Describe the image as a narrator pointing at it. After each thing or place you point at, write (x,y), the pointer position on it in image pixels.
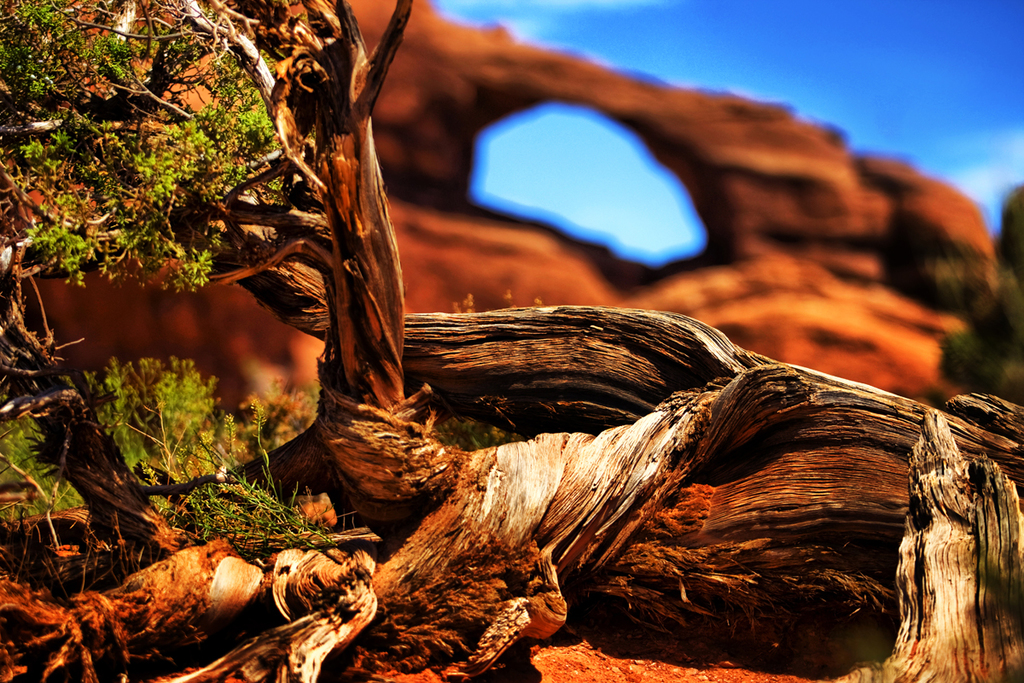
In this image we can see one object (462,210) looks like arches (889,284), one dry tree (309,320), some small plants (194,421) on the ground (665,642), one object (917,474) on the right side of the image (1017,219) and at the top (935,106) there is the blue sky (863,93).
